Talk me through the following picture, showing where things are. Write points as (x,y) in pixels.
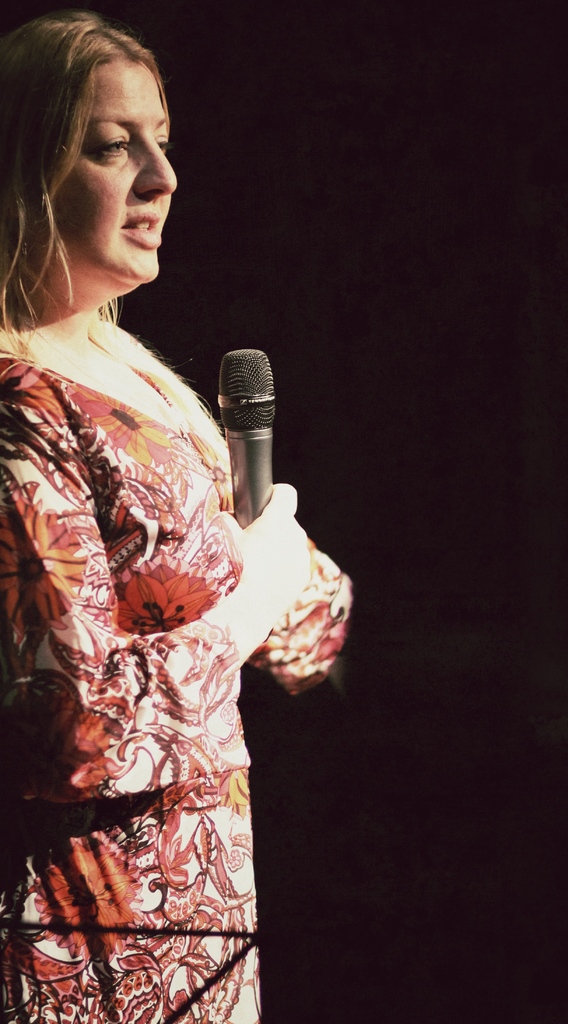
In the image there is a woman (179,618) stood with mic (237,467) in her hand (259,605) on the left side (11,234).
